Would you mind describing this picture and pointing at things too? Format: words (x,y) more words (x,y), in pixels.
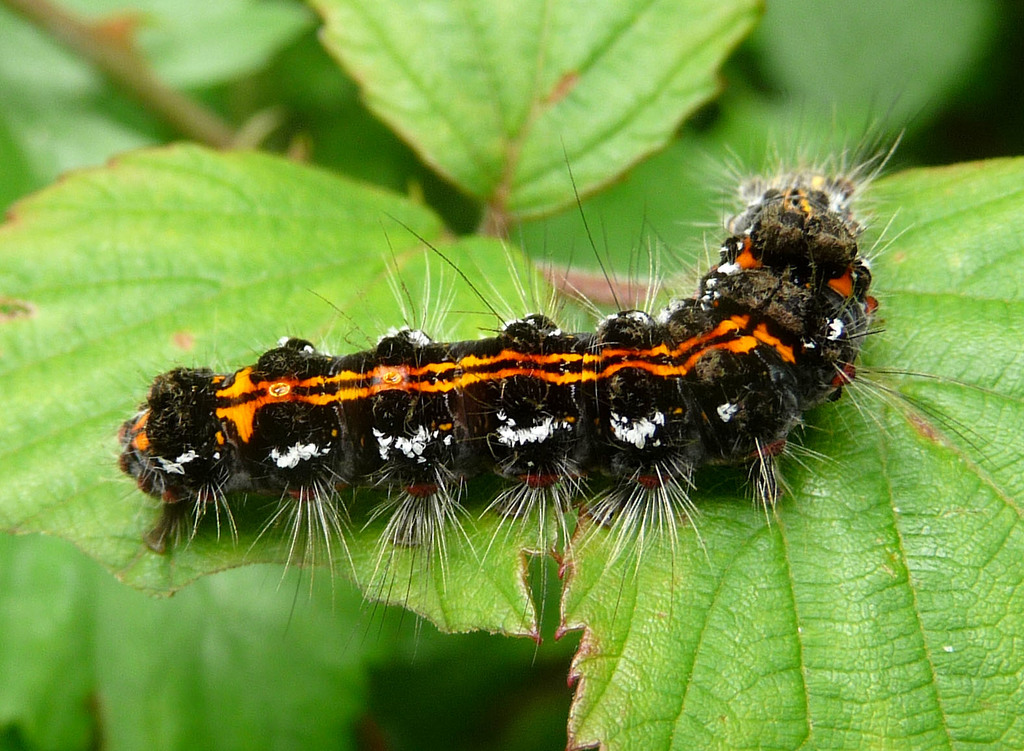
In the picture I can see the green leaves (550,218) and there is a caterpillar (618,429) on the green leaf (463,498).
